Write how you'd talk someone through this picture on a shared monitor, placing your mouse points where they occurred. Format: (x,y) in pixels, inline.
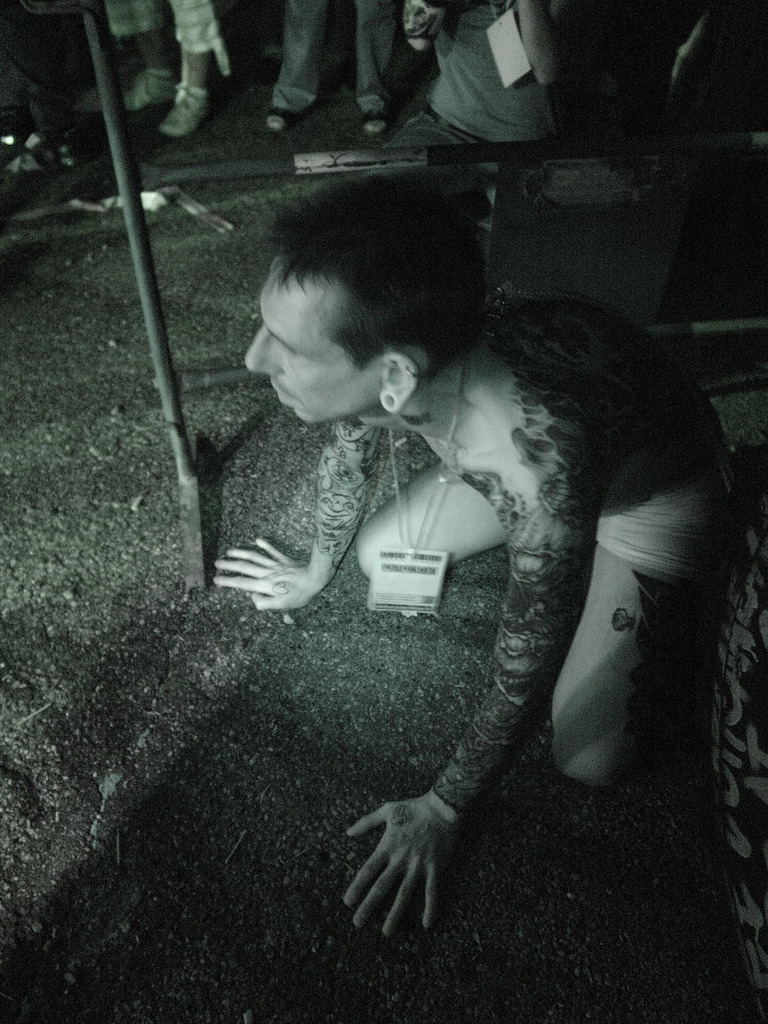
In this image there is a person (278,330) in a squat position, and at the background (191,34) there are iron rods (184,559), group of persons (187,36).
